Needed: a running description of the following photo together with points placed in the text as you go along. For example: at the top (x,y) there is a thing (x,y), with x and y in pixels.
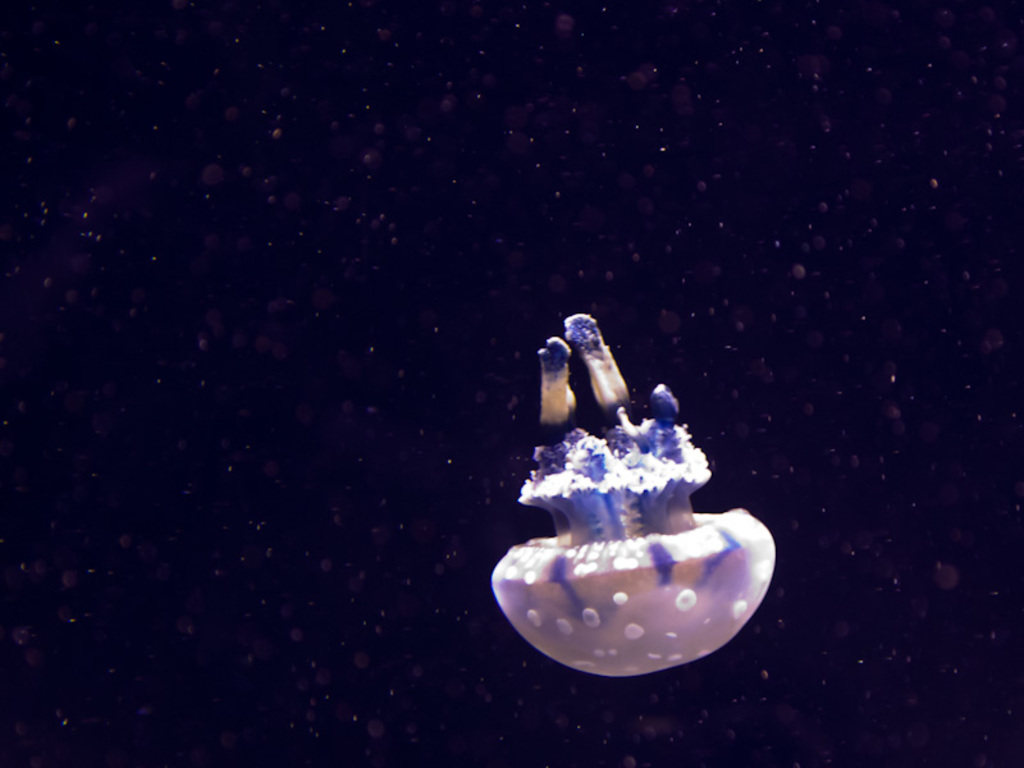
This is a zoomed in picture. In the center (574,323) there is an object (624,642) seems to be marine creature (588,571). The background of the image (262,605) is black in color.
